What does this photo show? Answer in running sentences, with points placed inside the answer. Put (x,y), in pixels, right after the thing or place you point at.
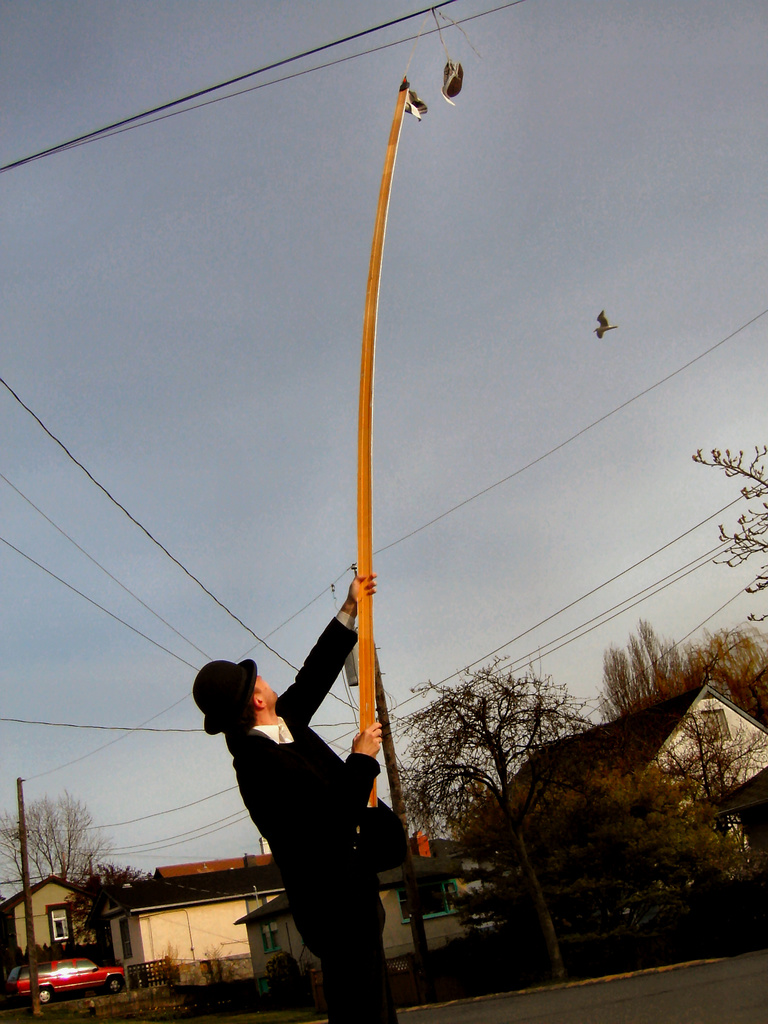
In this image we can see a man (352,818) is holding a stick (373,331) in the hands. In the background (710,833) we can see a vehicle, houses (165,910), windows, trees (485,799), plants (617,822), wires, bird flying in the air (508,335) and clouds (280,242) in the sky (280,242).
